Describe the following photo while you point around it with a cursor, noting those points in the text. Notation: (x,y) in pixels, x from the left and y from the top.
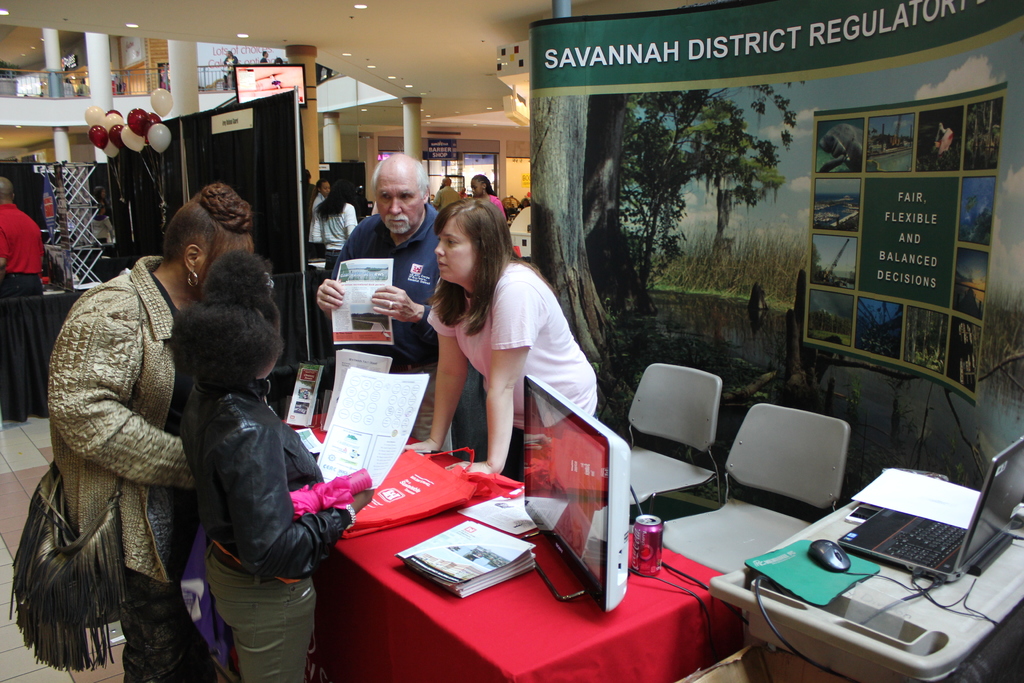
In this image I can see group of people (218,511) standing. In front (581,509) I can see the person (267,441) is holding few papers (363,430) and I can also see the laptop (954,543) and the system (608,479) and few objects (820,581) on the table (818,643). In the background (715,229) I can see few boards (895,151), balloons (131,138) in white and red color, the railing (117,77), pillars (91,64) and few lights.
